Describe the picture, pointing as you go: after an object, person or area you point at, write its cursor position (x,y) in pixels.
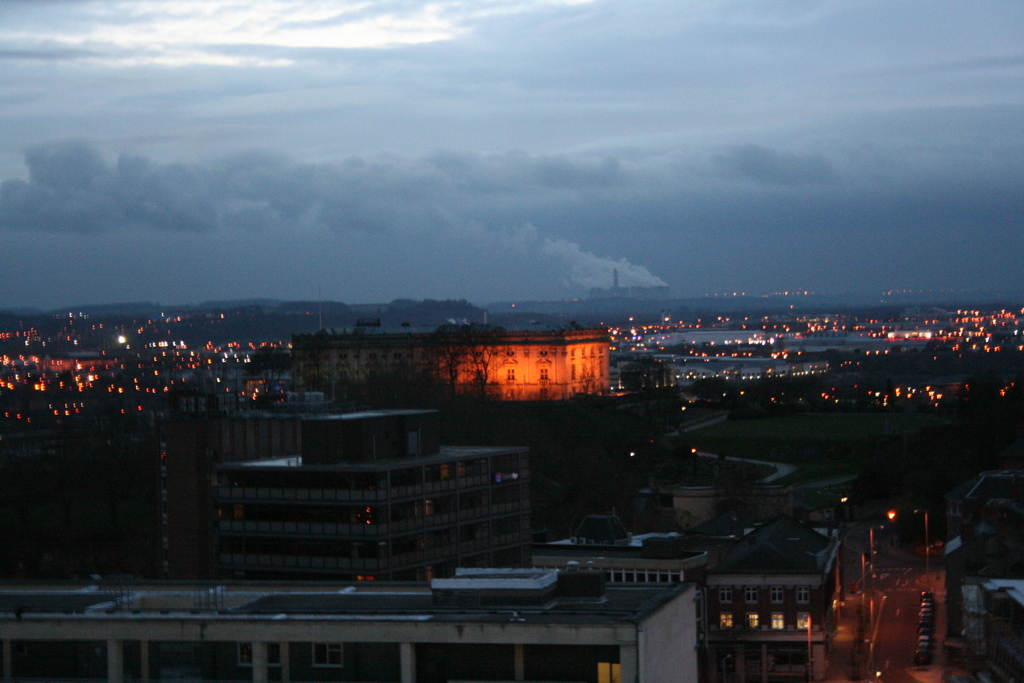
In the picture I can see buildings (368,540), lights (921,395) and the cloudy sky (880,258) in the background (222,258).
